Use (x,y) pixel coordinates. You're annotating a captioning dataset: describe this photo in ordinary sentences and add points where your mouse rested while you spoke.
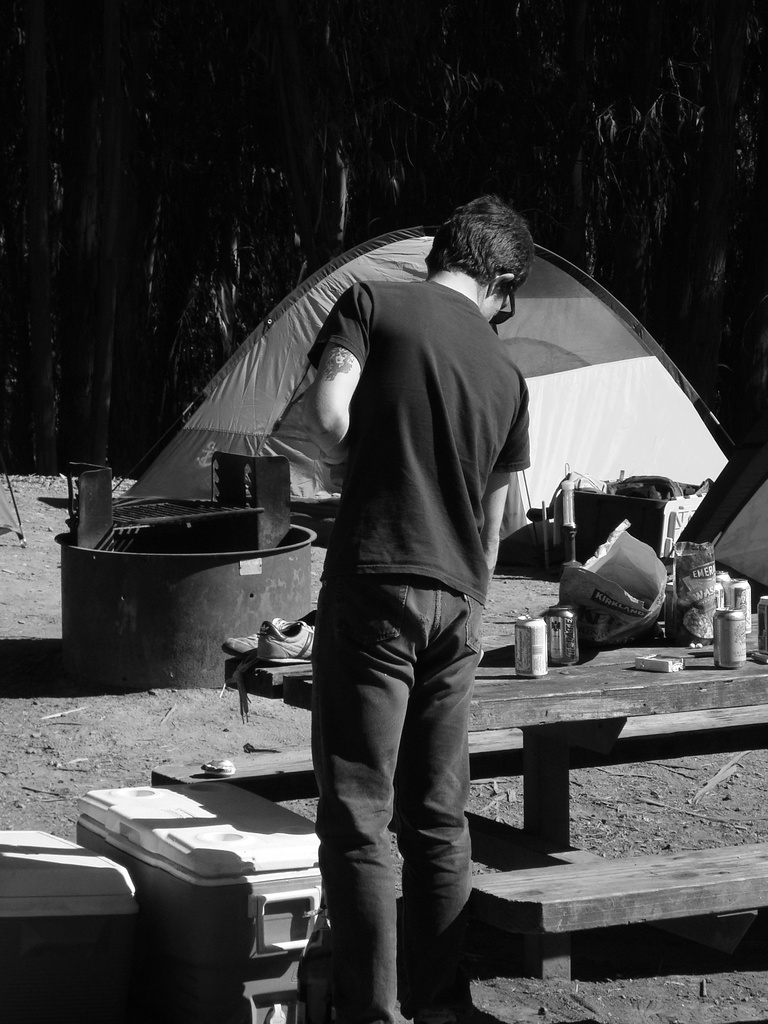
It is a black and white image, there is a man (411,661) and there is a table (277,676) in front of him, on the table (659,680) there are many objects (615,604) and beside the table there are some boxes (154,861), there is some architecture (144,612) on the ground (126,721) in front of those boxes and in the background (216,377) there is a tent (190,430) and behind that there are many trees (403,123).
